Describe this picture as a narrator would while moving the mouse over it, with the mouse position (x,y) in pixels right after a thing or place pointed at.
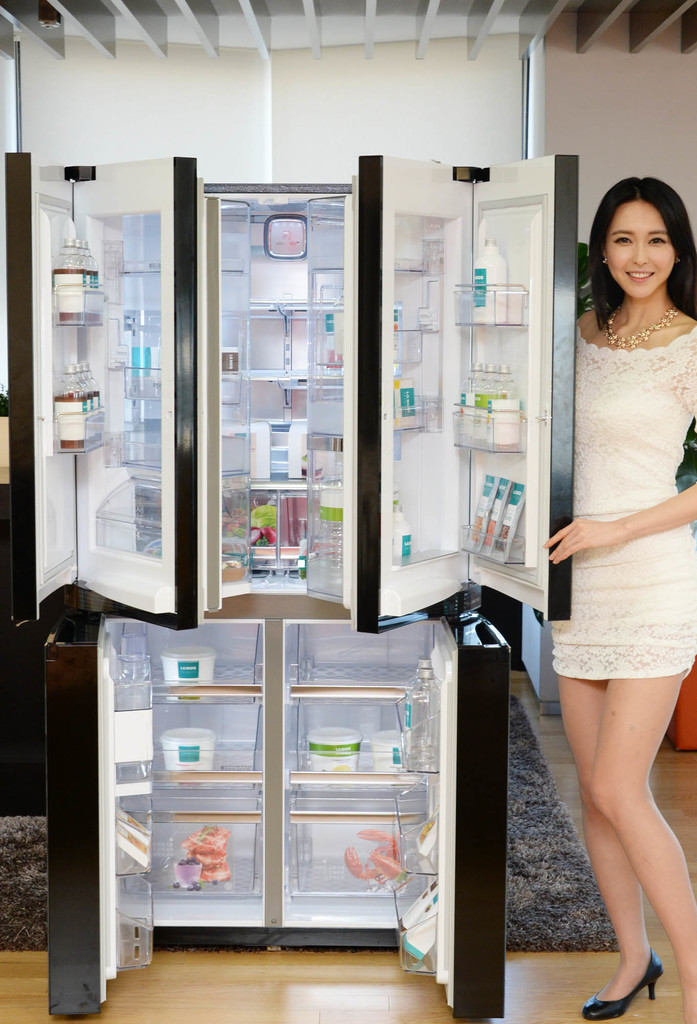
This picture is clicked inside the room (292,617). On the right (643,287) there is a woman (643,296) wearing white color dress (624,429) and standing on the floor (402,1013). In the center (283,366) we can see a refrigerator (380,339) containing bottles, boxes (334,745) and many other food items (209,851). In the background (611,100) we can see the wall (647,126), floor carpet (566,838) and some other objects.
